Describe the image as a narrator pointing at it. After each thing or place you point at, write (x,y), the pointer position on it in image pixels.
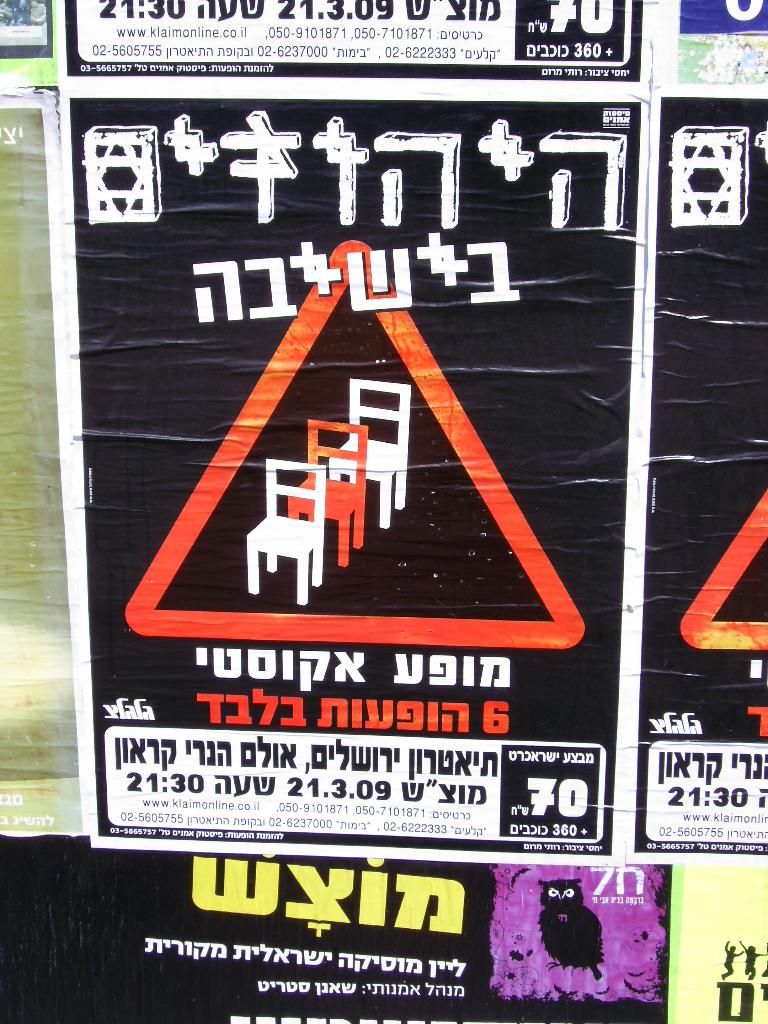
In this picture, we see posters (488,531) and boards (326,816) in black color. We see some text (432,667) is written on the posters (346,681) in Hebrew. These posters (340,518) are pasted on other posters (38,586).
